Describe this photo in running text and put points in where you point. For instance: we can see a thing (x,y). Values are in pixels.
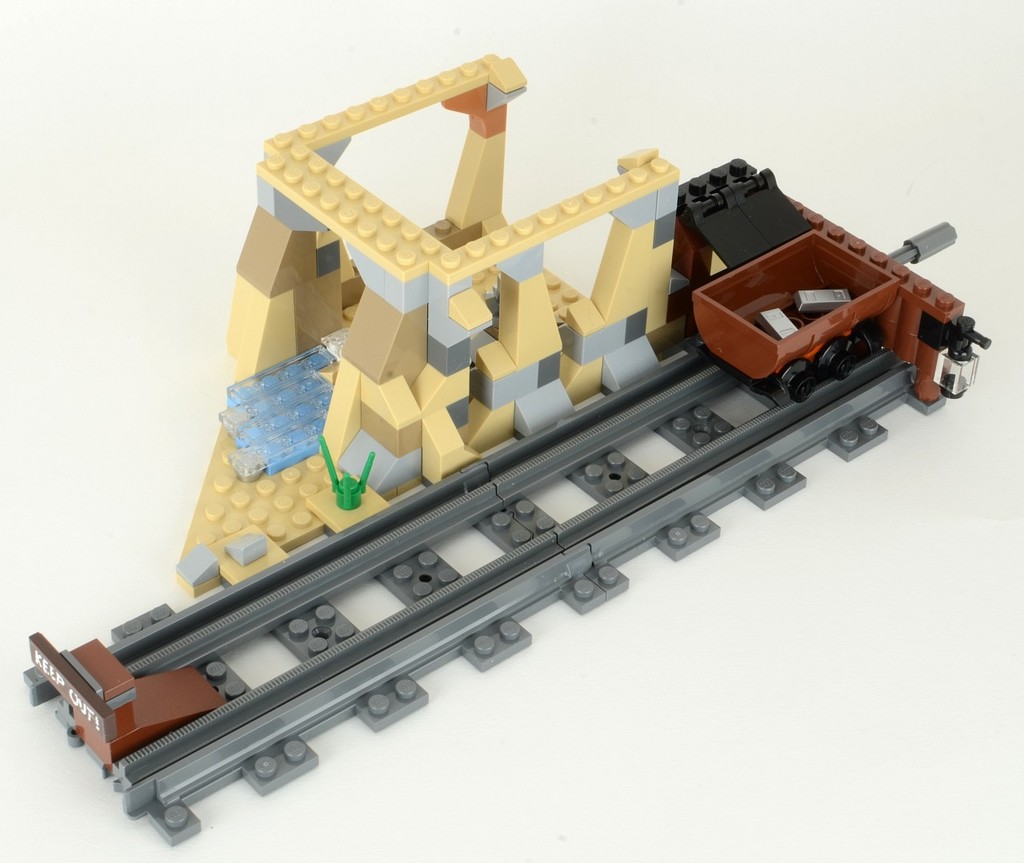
In this image we can see some Lego toys (329,588) which are placed on the surface (742,572). In that we can see the track (416,610) and a trolley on it.
